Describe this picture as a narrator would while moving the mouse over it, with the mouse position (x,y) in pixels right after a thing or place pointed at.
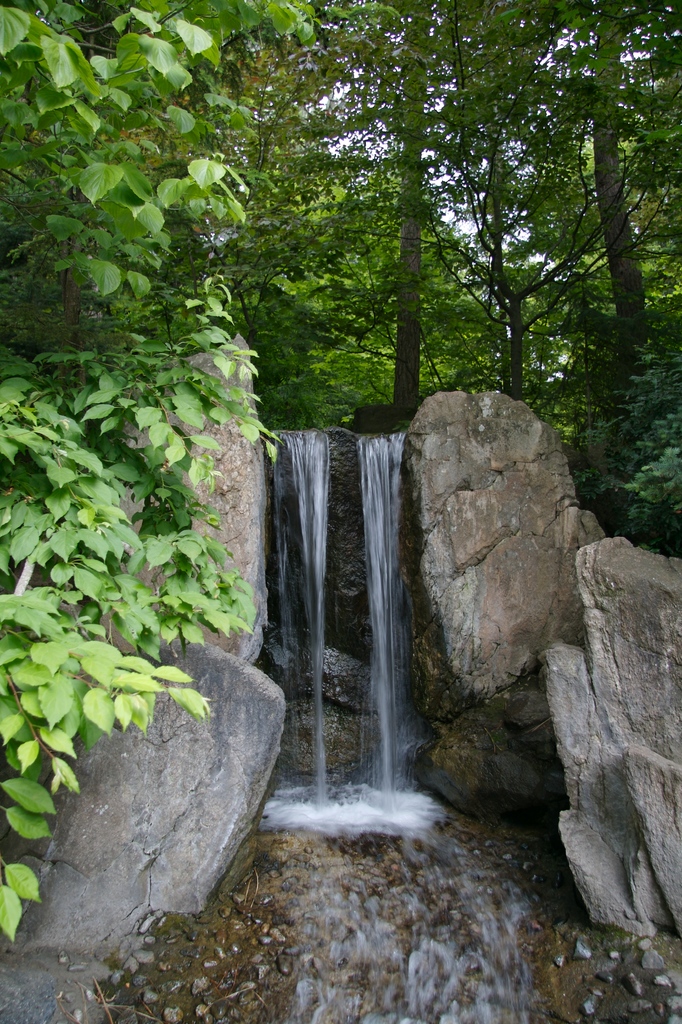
This picture is clicked outside the city. In the foreground (359,840) we can see a waterfall (379,792) and a water body (385,898) and some rocks (296,583). In the background (563,257) there is a sky (552,263) and we can see the trees (490,209) and some plants (212,320).
